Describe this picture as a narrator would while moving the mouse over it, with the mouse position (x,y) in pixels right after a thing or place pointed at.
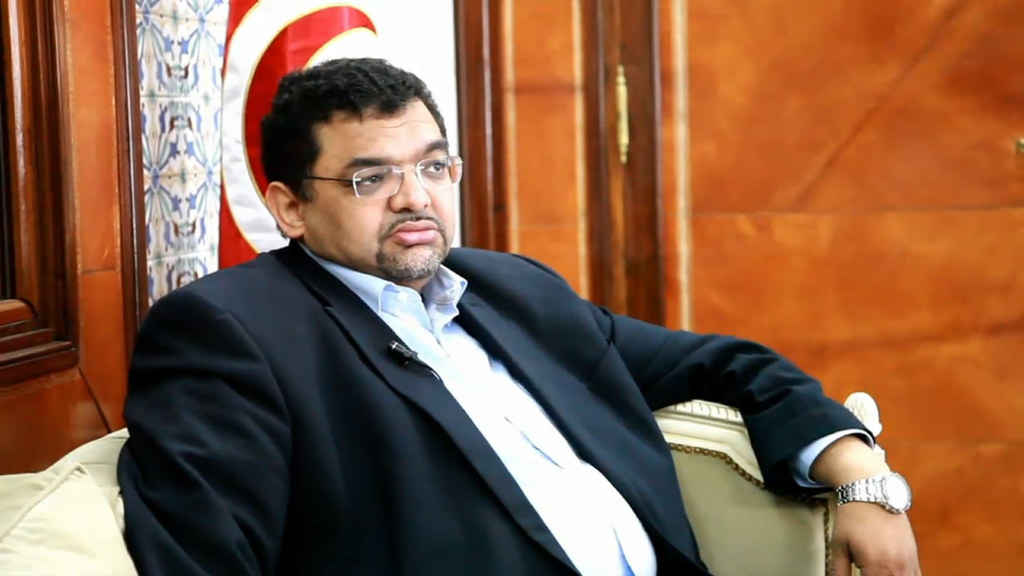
In this picture there is man (634,443) who is sitting in the center of the image (395,195) and there is a door (645,151) in the background area of the image (497,55), it seems to be there is a window (43,335) on the left side of the image (43,335).
